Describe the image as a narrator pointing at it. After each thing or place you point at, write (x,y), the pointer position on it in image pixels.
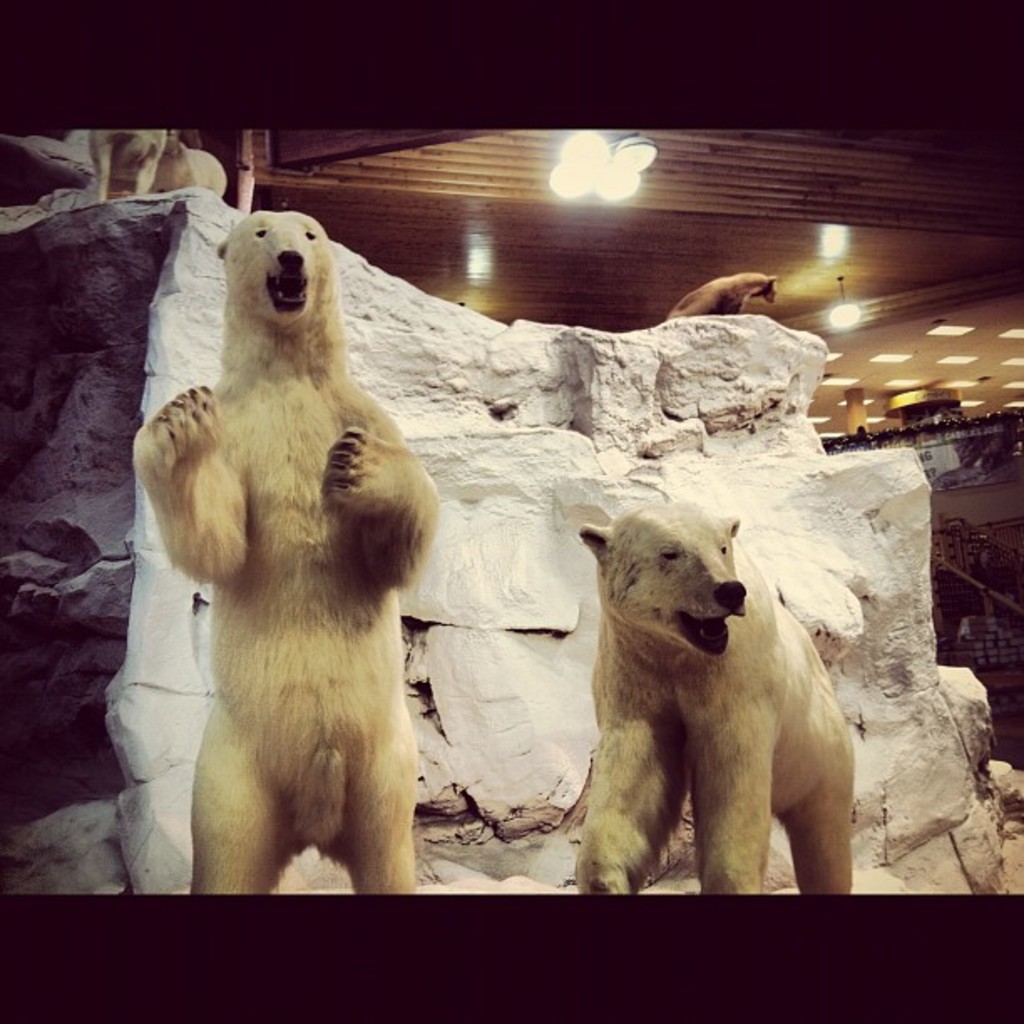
In the center of the image (432,537) there are bears (726,794). In the background of the image (415,442) there are stones (68,778). At the top of the image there is lights (624,198) to the ceiling (738,216). There are other animals (137,150) in the image.
